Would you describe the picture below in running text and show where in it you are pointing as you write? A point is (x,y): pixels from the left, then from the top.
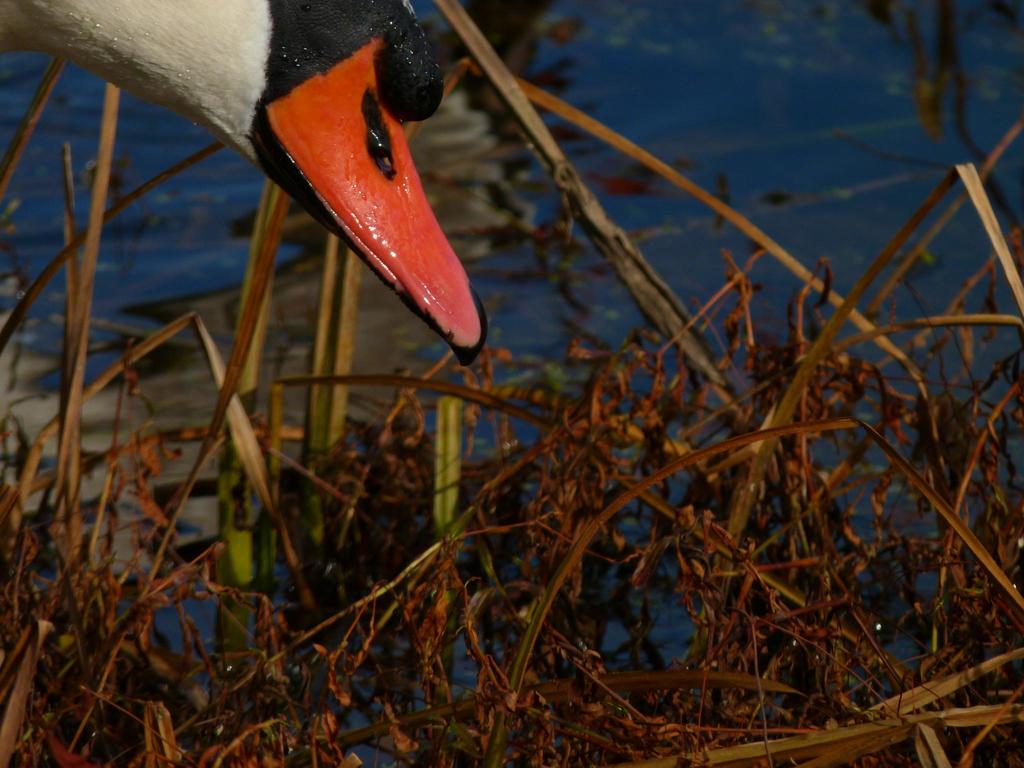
In the picture we can see a head part (432,303) of the bird (183,3) with beak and near it, we can see some dried plants (545,413) and the water surface (578,312).
